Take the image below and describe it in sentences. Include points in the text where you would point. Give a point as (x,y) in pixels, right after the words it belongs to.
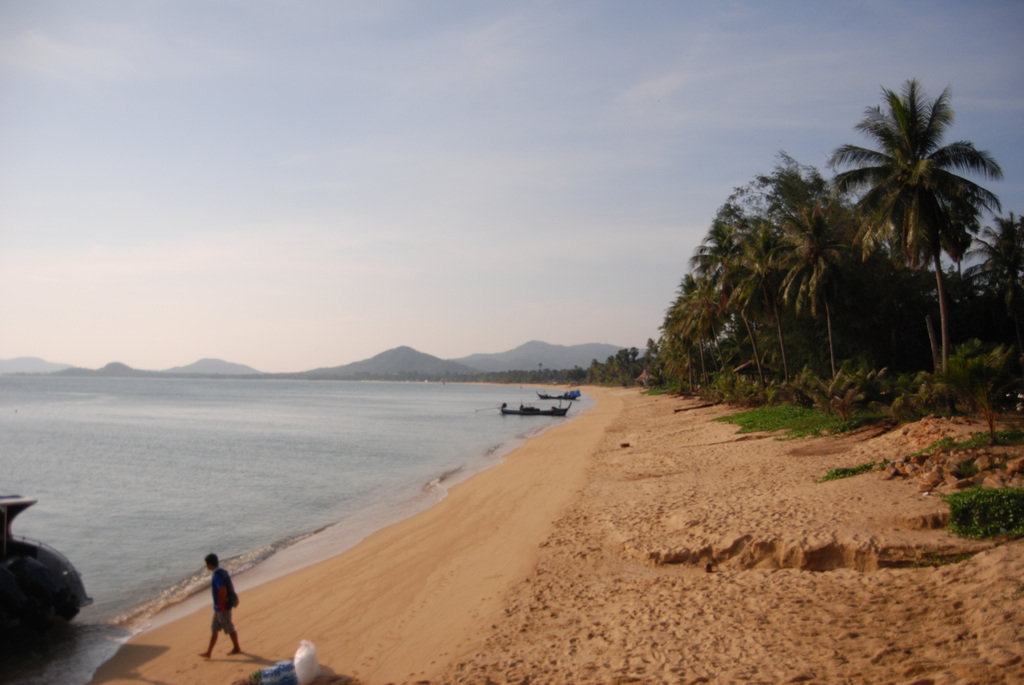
In this picture I can see there is a beach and there is a person (223,610) walking on left side (226,588), there is an ocean (524,392) at left side (336,459), there is sand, trees (713,350) on the right (856,306) and there are mountains (36,363) in the backdrop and the sky (471,65) is clear.
